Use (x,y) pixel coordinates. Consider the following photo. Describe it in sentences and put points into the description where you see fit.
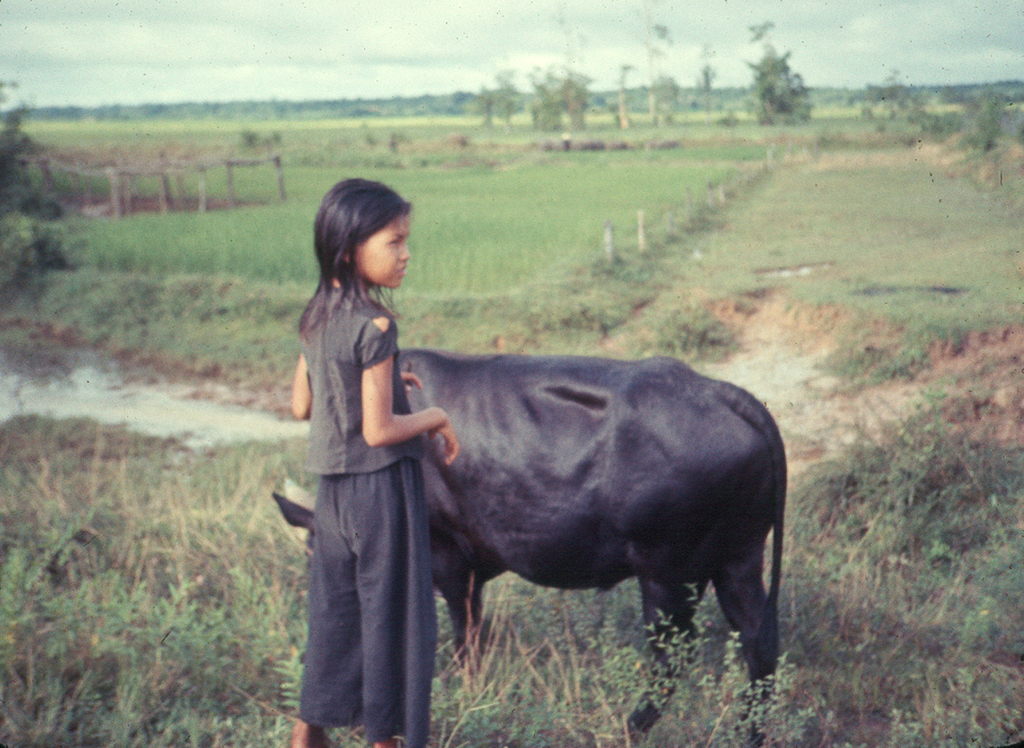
In this image we can see a girl (362,583) standing and there is a buffalo (536,569). At the bottom (221,736) there is grass (187,708). In the background (71,219) there are trees (897,88) and we can see a field (493,236). At the top (506,55) there is sky (487,67).
